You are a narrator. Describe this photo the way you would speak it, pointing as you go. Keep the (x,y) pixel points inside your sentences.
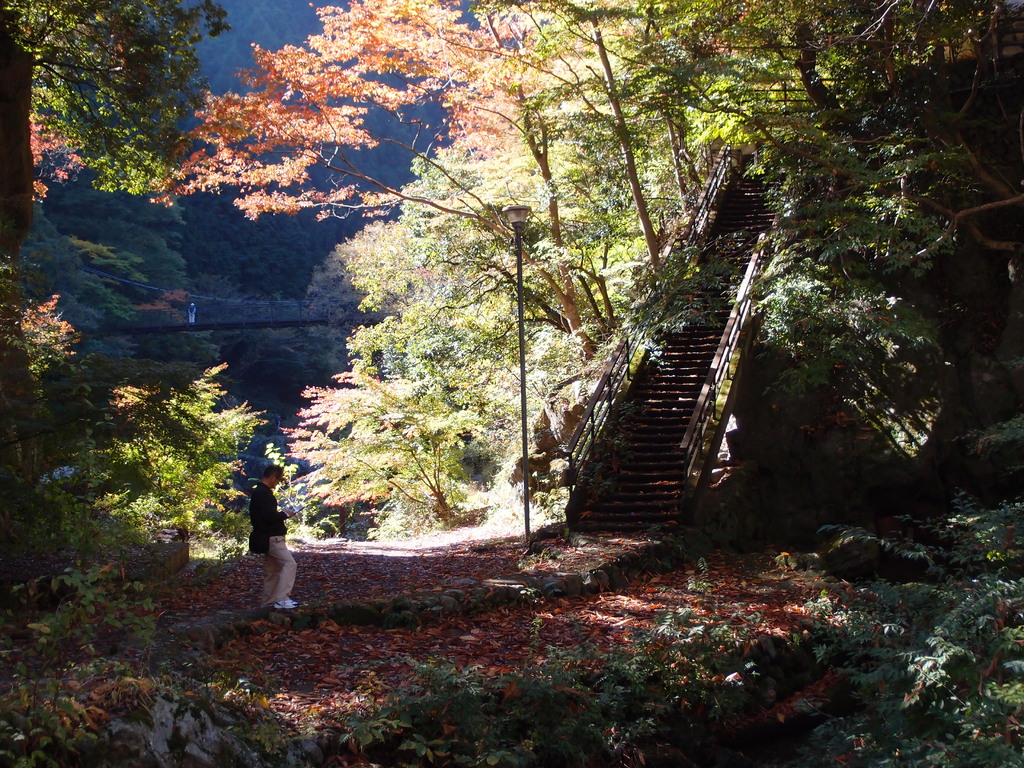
In this picture we can see a person (262,514) standing on the ground (261,596). On the right side of the person (274,497), there is a staircase (595,487) and a pole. Behind the person (257,494), there are trees (267,290) and a bridge (253,305). At the bottom of the image (479,697), there are plants (430,699).
